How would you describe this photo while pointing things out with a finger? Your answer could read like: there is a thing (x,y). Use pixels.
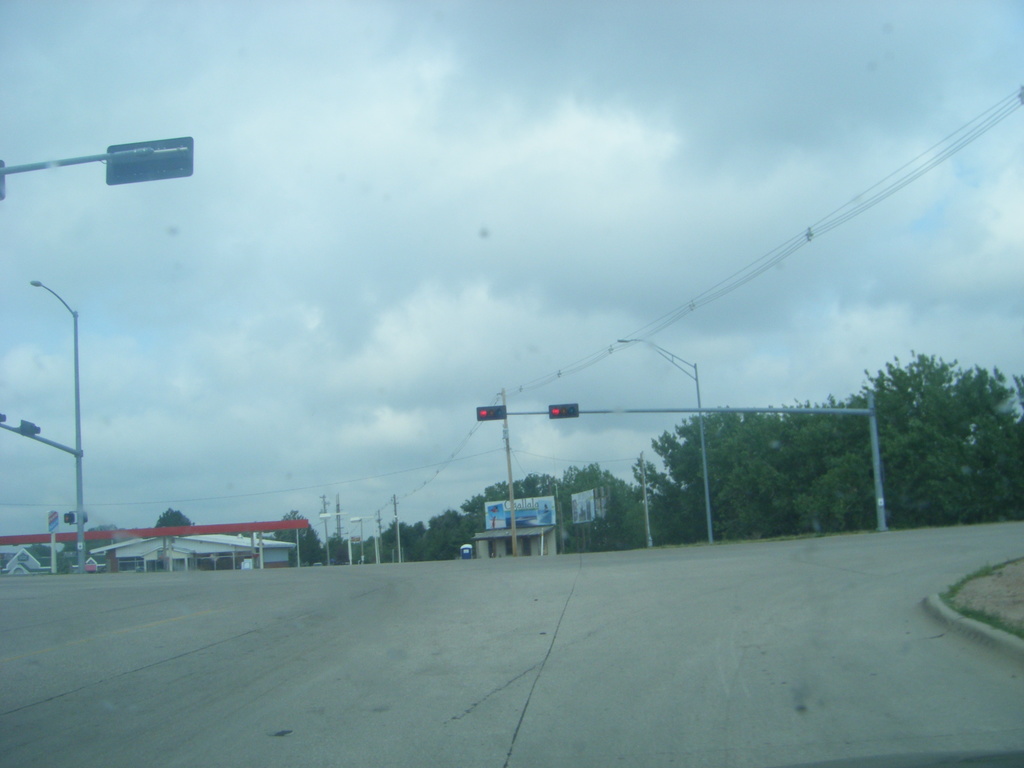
In this image, we can see so many poles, traffic signals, trees (598,546), hoardings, houses (548,553), road (431,580) and grass (1011,623). Background (389,497) there is a cloudy sky (353,362).
